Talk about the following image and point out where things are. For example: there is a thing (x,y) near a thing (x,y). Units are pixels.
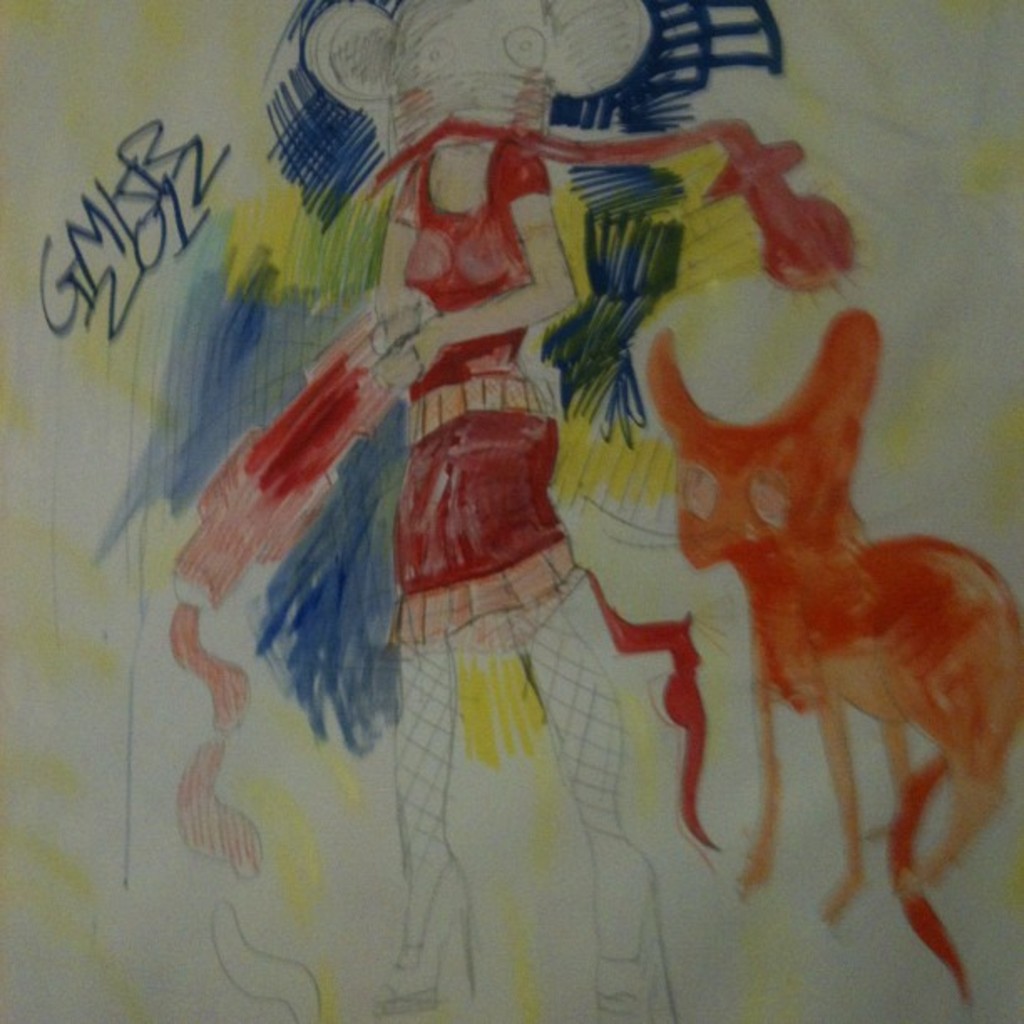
In this image there is a drawing (546,378), there is a woman (383,271) standing, she is holding an object (294,440), there is an animal (829,559) towards the right of the image (794,652), there is text (165,188), there are numbers (162,230), the background of the image (320,784) is white in color.
